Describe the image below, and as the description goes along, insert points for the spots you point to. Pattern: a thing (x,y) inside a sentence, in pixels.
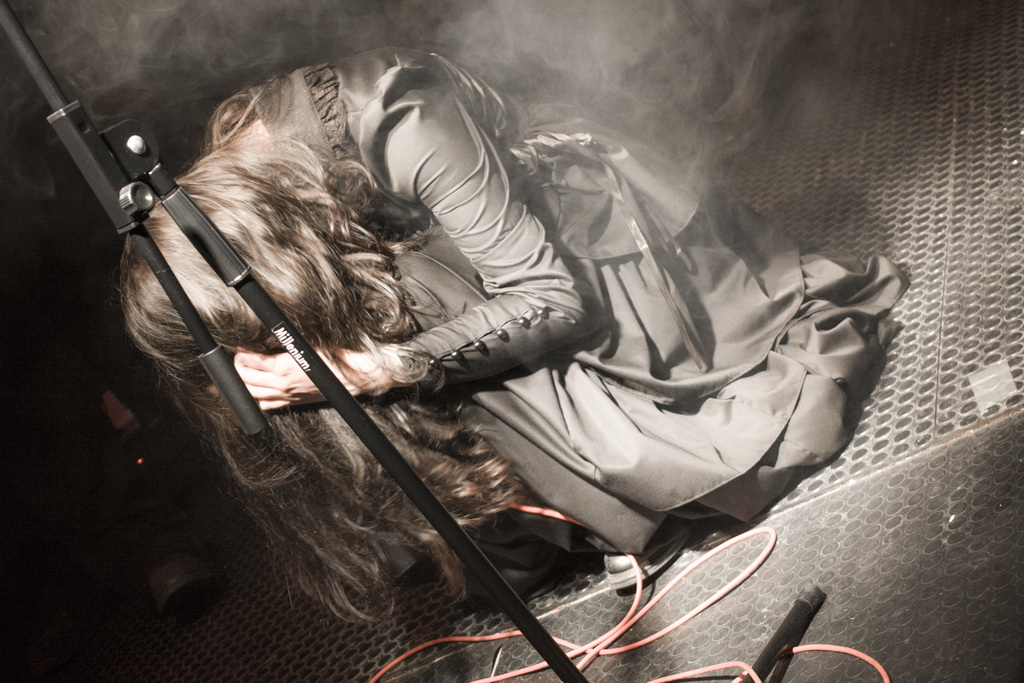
In this image there is a girl (589,266) sitting on a floor (798,516), in front of her there is a stand (563,659) and wire (635,594), in the background (607,95) there is smoke (675,61).
